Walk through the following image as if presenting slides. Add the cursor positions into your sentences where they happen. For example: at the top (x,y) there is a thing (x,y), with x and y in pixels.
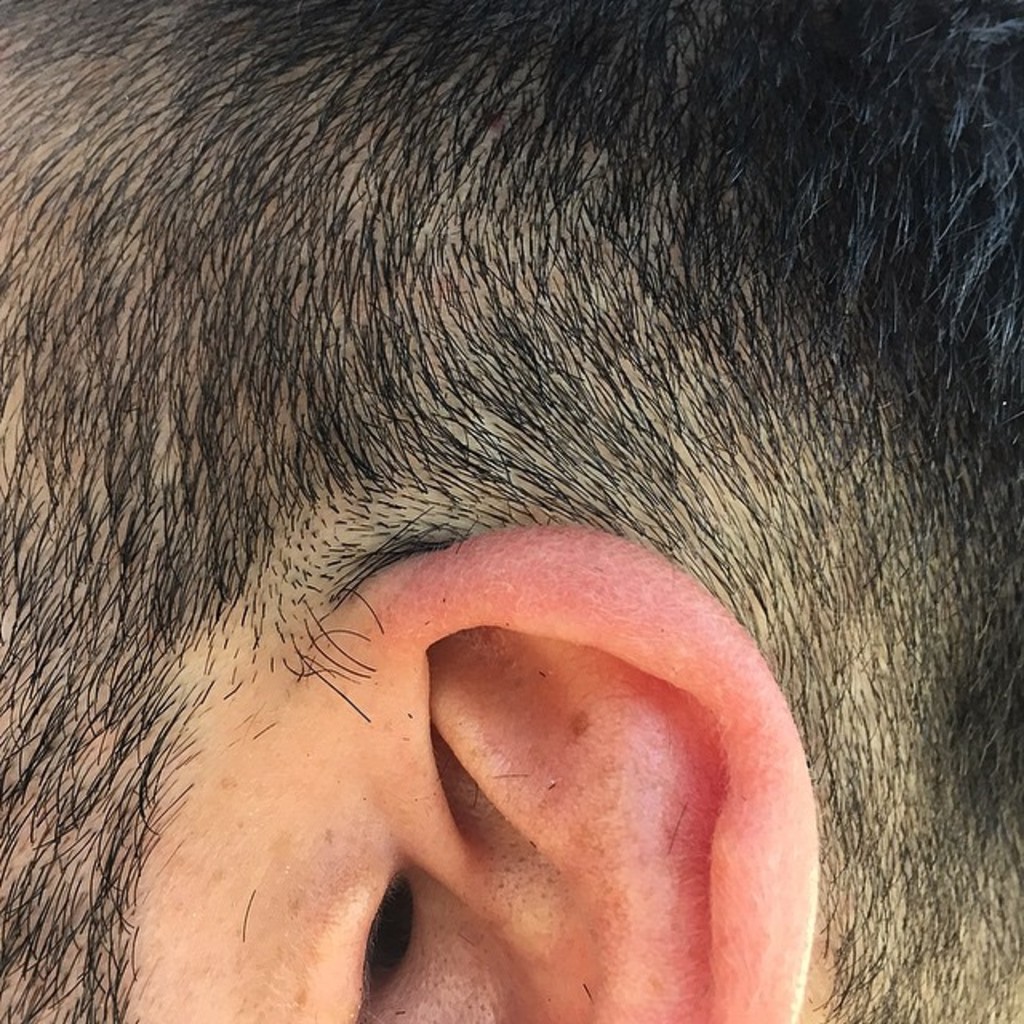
In this image I can see a ear (485,719) and hair (411,478) of a person (442,485).
